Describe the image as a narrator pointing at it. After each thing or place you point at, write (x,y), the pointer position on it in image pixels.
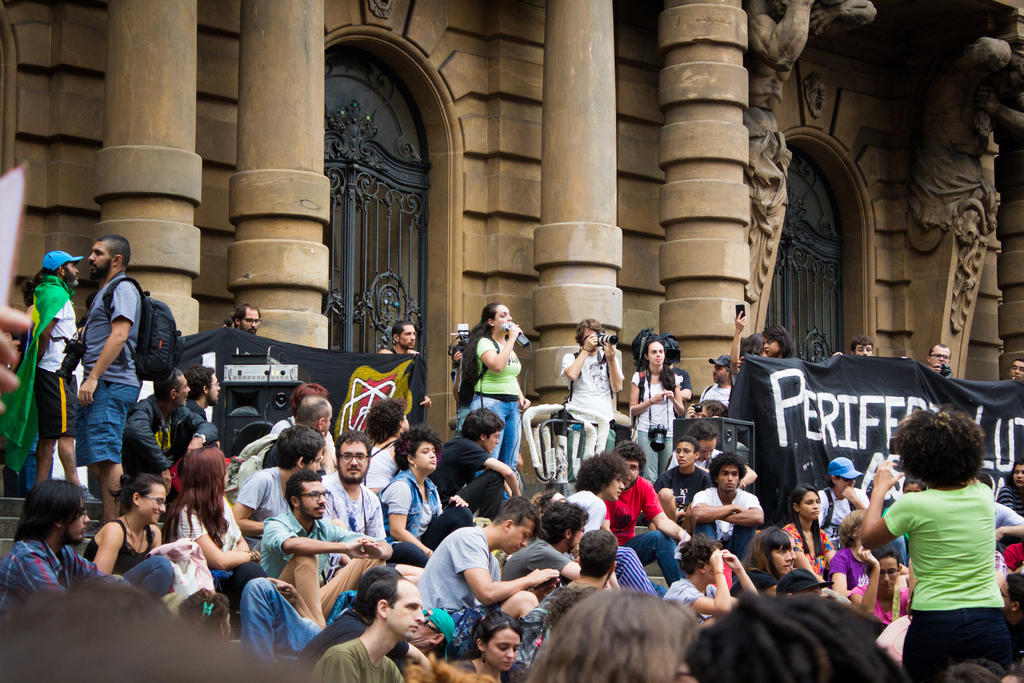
In the foreground of the picture (326,409) there are people (495,352), banner (316,376), speakers (291,388), sound system (271,373). The people (512,509) are sitting on staircase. In the center of the picture (595,371) there are many people (592,333) holding cameras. At the top (354,36) there is a building (438,66). On the right (987,125) there are sculptures (989,204). In the center of the background (410,173) there are windows (407,231).
